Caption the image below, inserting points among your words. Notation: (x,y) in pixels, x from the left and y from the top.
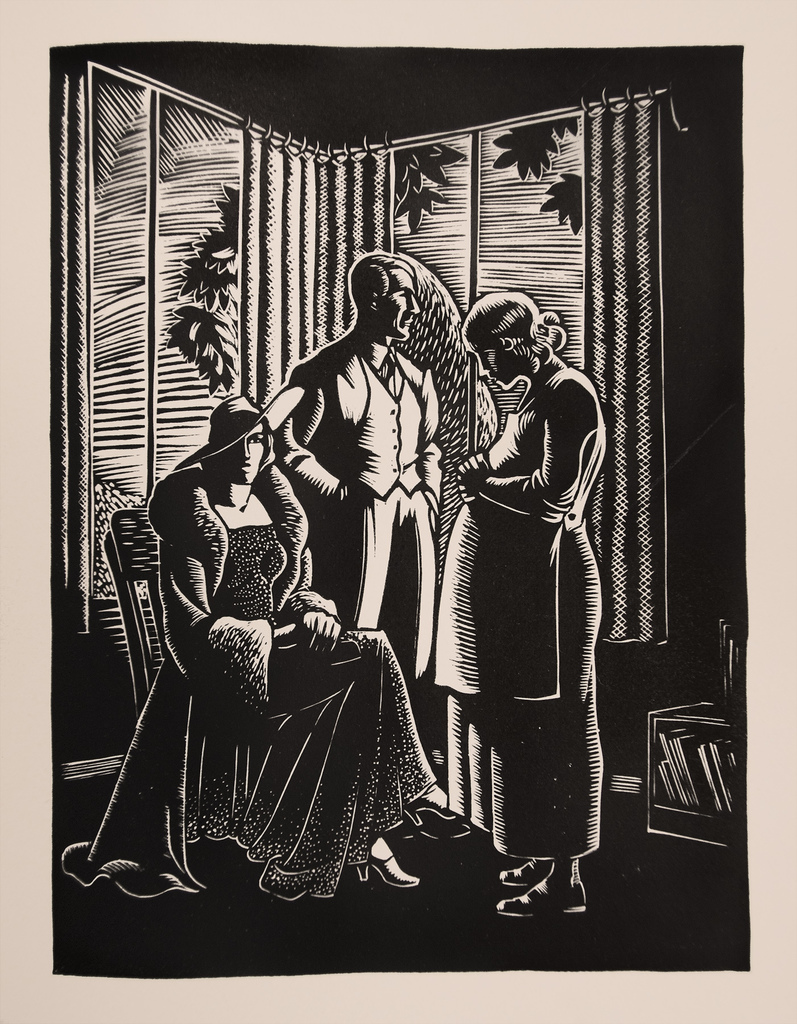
In this image we can see three persons (310,513). One person (189,514) wearing hat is sitting on a chair (138,673). Two are standing. Also there is a stand (704,730) with books (674,787). In the back (359,226) there are curtains (308,240).
